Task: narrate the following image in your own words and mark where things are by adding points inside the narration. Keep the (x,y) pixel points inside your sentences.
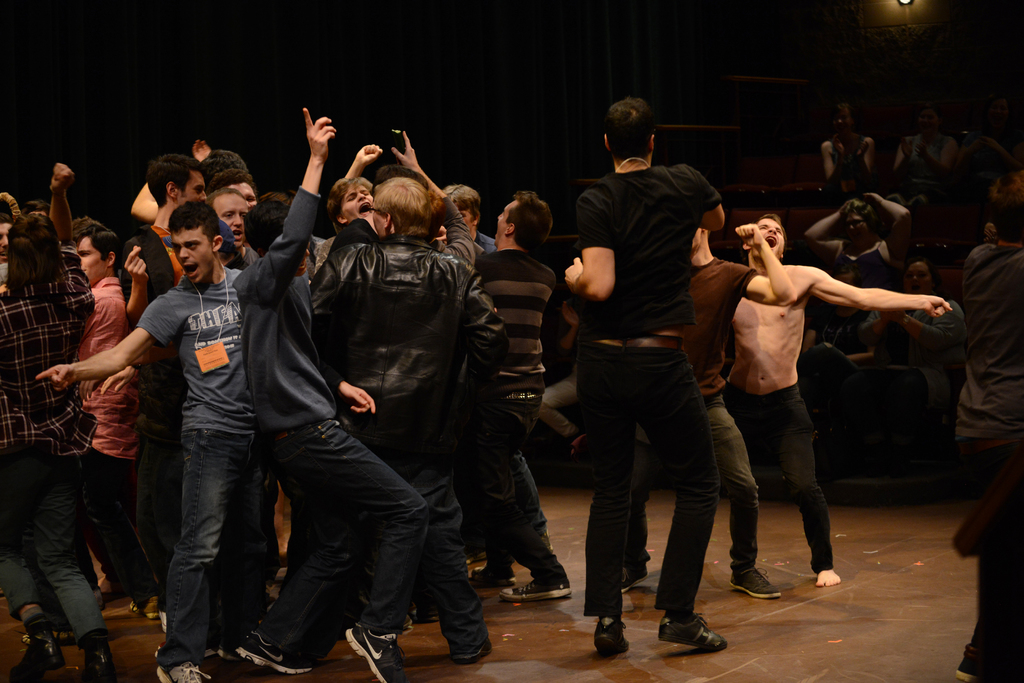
In this image I can see number of people (11,281) are standing in the front (602,279). On the right side of this image (1005,99) I can see few more people (951,345) are sitting on chairs (802,158) and on the right top corner of this image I can see a light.
